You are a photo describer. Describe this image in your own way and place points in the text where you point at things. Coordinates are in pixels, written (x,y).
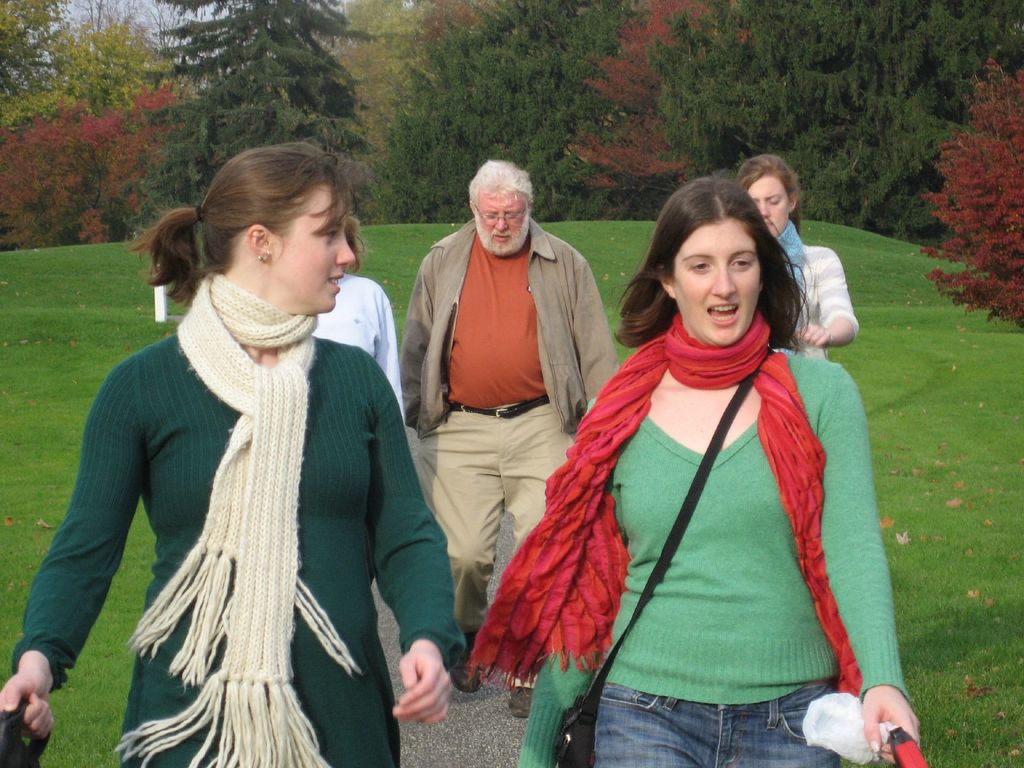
On the right (690,234) there is a woman (758,225) who is wearing green t-shirt (687,570), red scarf (750,343) and jeans (751,738). Beside her we can see another woman (352,373) who is wearing scarf (259,485), sweater (326,413) dress. At the back (534,350) we can see old man (551,316) who is wearing jacket (541,268), t-shirt (500,312), trouser (482,451) and shoe (455,685). Here we can see two women (361,319) standing near to the man (529,375). In the background (443,90) we can see many trees (549,73). On the top (140,20) there is a sky (134,7). Here we can see grass (925,494) and leaves (966,691).
